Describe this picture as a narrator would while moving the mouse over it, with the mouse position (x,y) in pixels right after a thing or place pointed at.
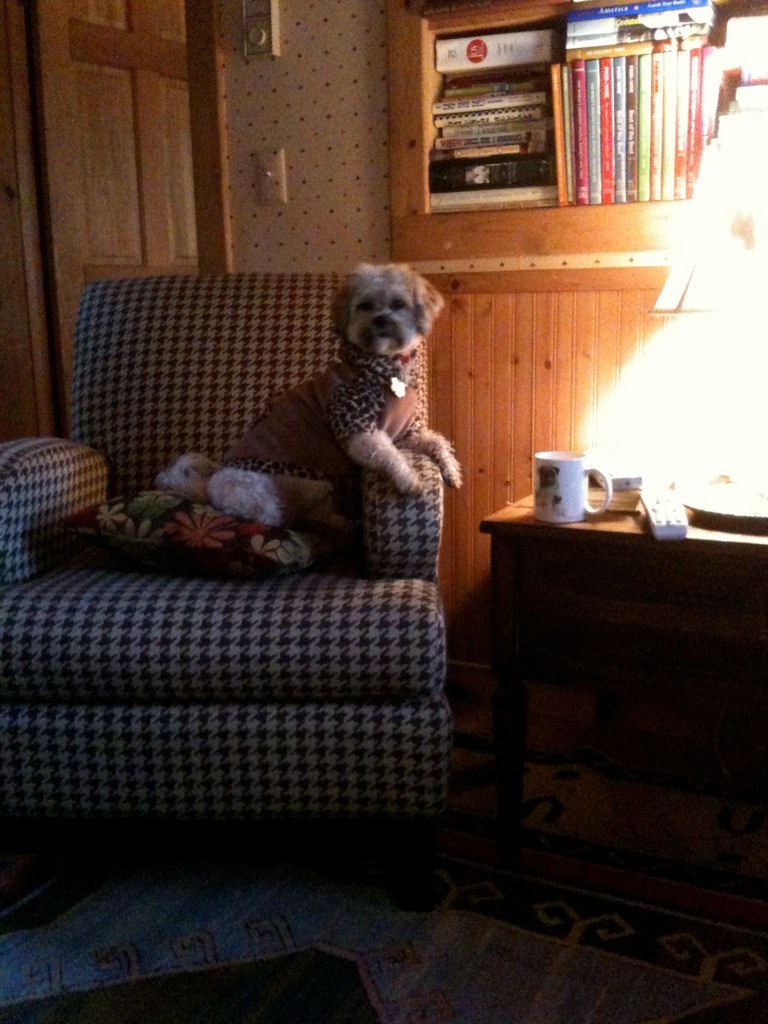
It is a room (407,328) inside the house (478,364), there is a sofa (196,286) and a pillow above the sofa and there is a dog (363,335) sitting in the sofa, to the right side of the sofa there is a table (548,536) on which there is a lamp (746,208), mug (584,501) and a remote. Behind the sofa (287,284) there is a bookshelf (407,124) with books (472,70) inside it, in the background (357,197) there is a wall (307,237) and beside the wall (255,93) there is a door (91,182).
